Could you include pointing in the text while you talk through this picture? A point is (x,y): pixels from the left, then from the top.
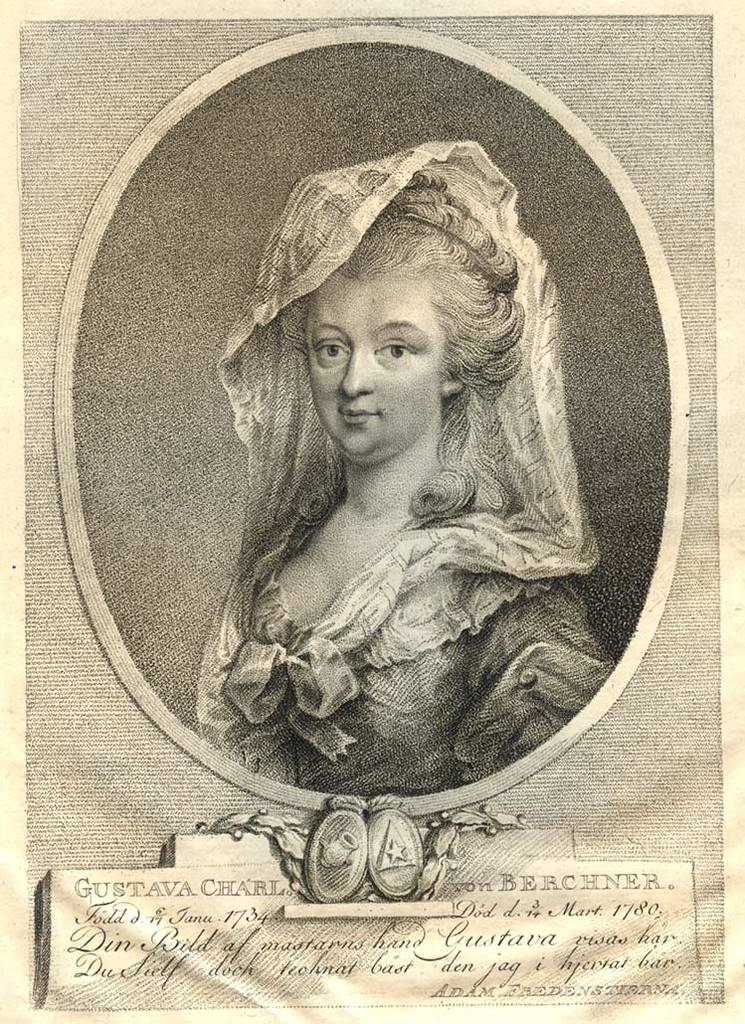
In this image I can see the paper (337,611). In the paper (222,587) I can see the person (308,593) with the dress (285,652) and some text (336,938) is written on the paper (346,905). And it is in black and cream color.
